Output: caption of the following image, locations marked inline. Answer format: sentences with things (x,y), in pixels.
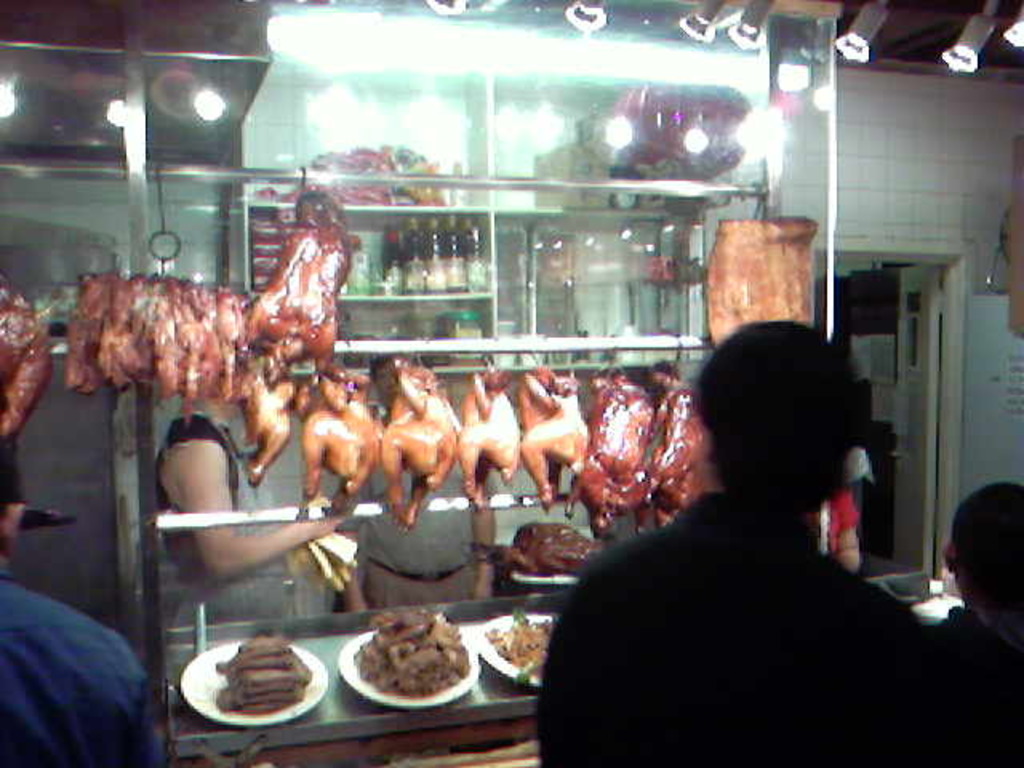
In front of the image there are few people (711,600) standing. Behind them there is a table (264,728) with plates (187,689) and food items (239,664) in it. And also there are meats (146,333) hanging. Behind them there is a glass cupboard (498,296) with few bottles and also there are some items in it. On the right side of the image (952,122) there is a wall (924,223) with a door (926,363).
